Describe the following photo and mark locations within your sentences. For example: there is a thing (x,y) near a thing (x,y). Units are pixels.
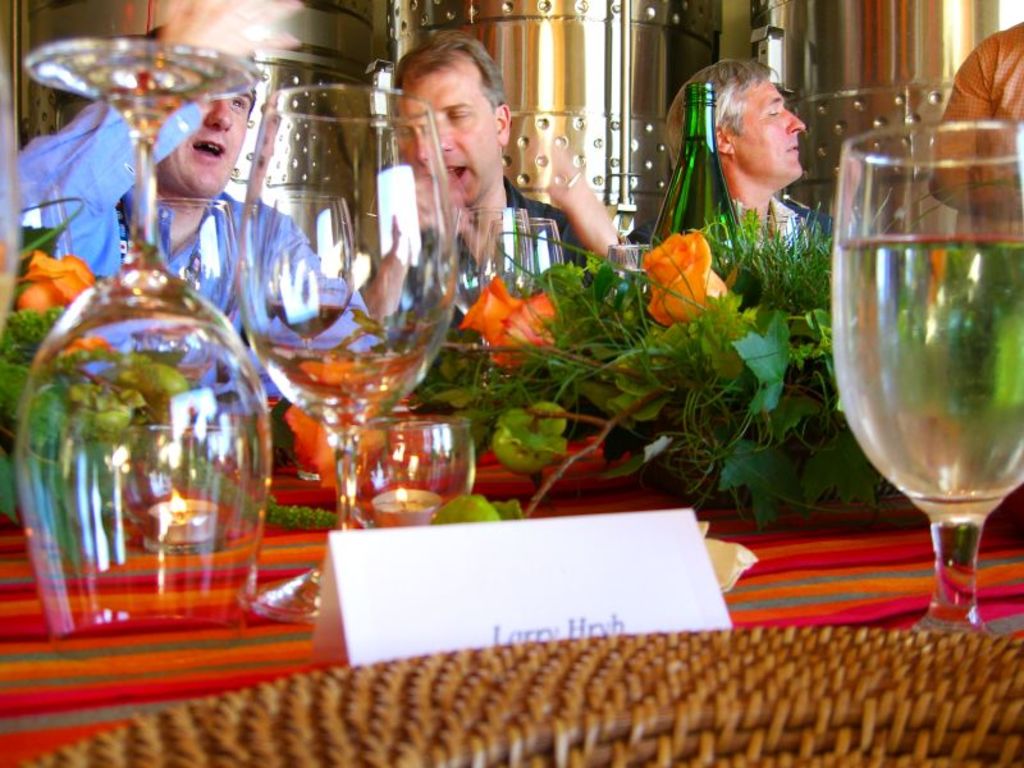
In this image we can see few people (993,119). There are glasses (235,296) and flower bouquets (729,340). Also there is a bottle (691,156) and name board (451,549). At the bottom (380,708) we can see part of a basket (907,727).
